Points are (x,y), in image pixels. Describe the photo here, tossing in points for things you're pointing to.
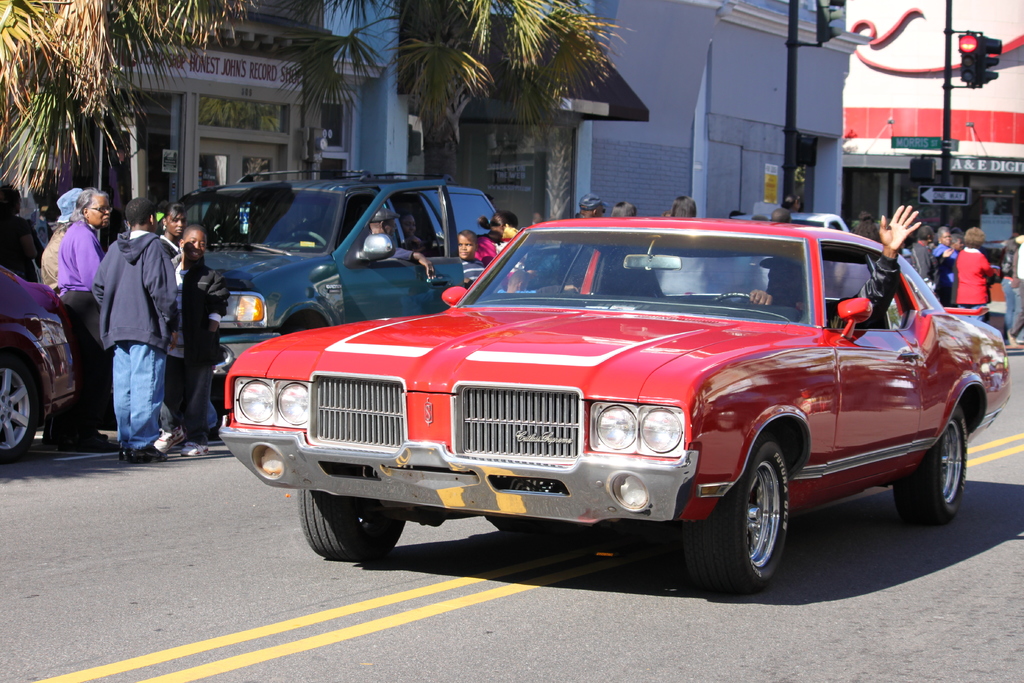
In this image in the center (603,309) there are some vehicles (669,274) and some person (89,329) are standing, and in the vehicles (380,261) there are some people (383,233) who are sitting. At the bottom (194,606) there is a road (819,611) and in the background (543,88) there are some buildings (922,117), trees (552,78), poles (944,98) and some traffic signals (975,45).
